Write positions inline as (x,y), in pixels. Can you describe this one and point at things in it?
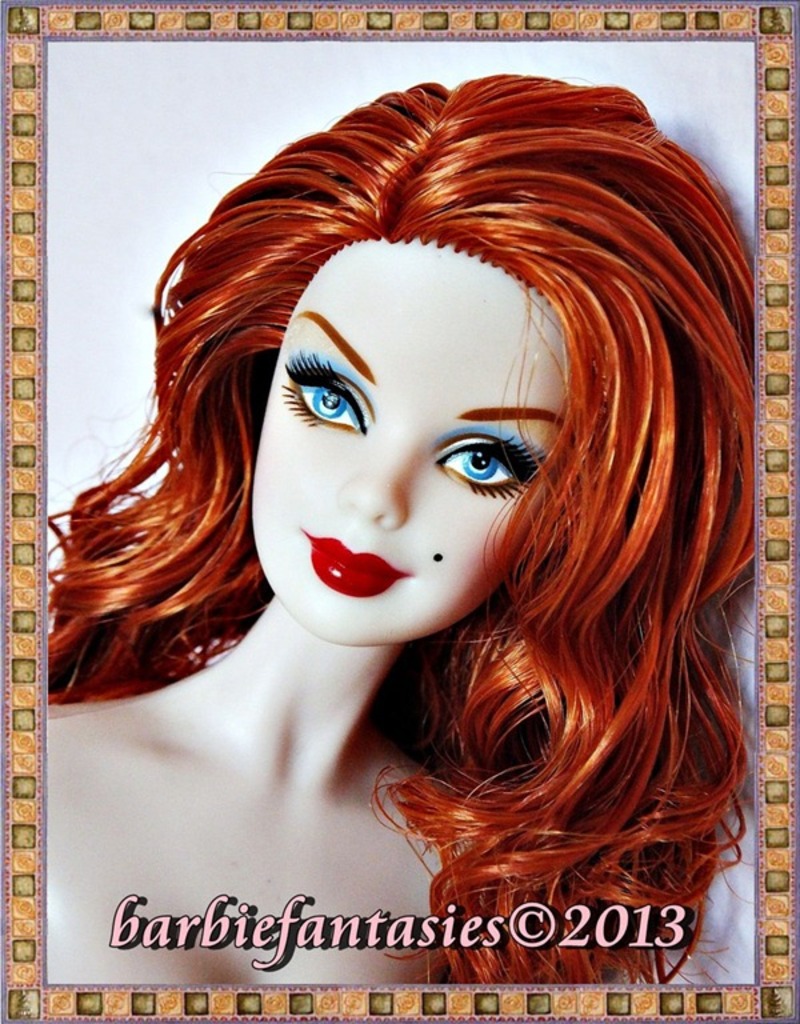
In the picture I can see the photo frame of a doll (334,653).
